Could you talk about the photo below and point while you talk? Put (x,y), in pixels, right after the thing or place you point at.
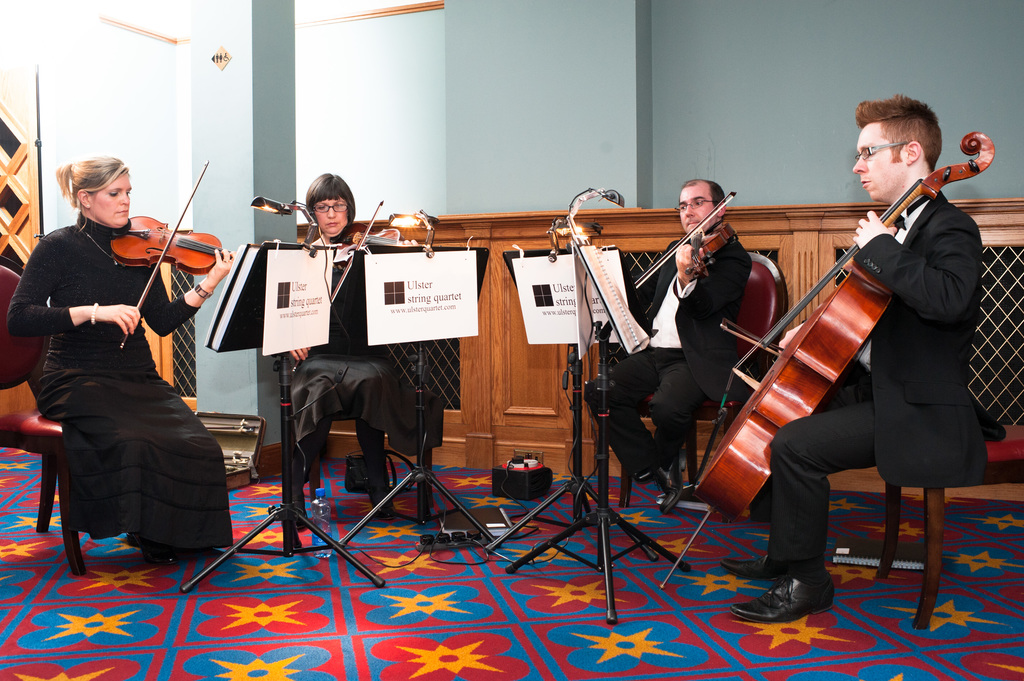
In this picture we can see some persons (100,265) sitting on the chairs (934,545). They are playing string instruments (784,401). This is floor (399,602) and there is a wall (664,115). Here we can see a pillar (270,94).
